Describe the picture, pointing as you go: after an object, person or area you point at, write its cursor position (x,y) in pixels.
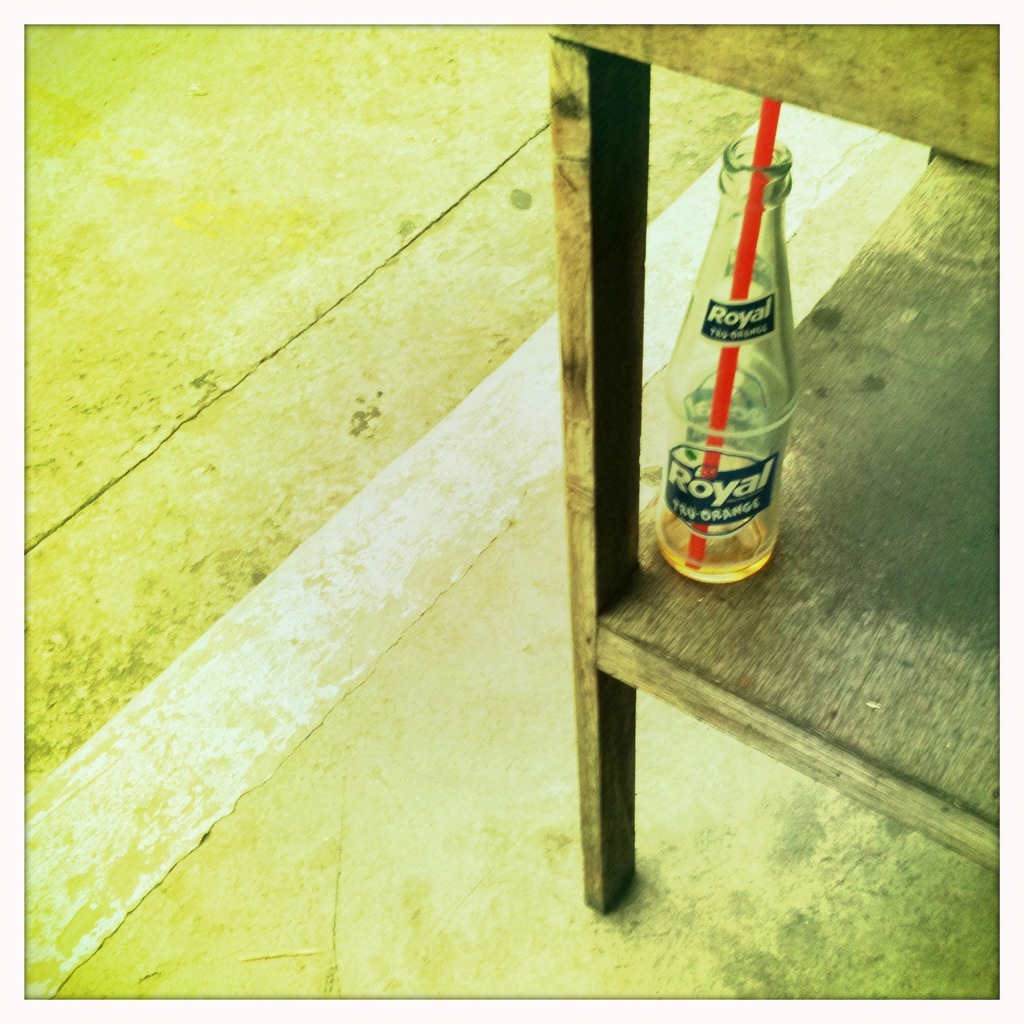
In this image I can see a glass bottle (780,221) with straw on the table (807,552). The straw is in red color. The table (877,536) is on the floor (305,761).
